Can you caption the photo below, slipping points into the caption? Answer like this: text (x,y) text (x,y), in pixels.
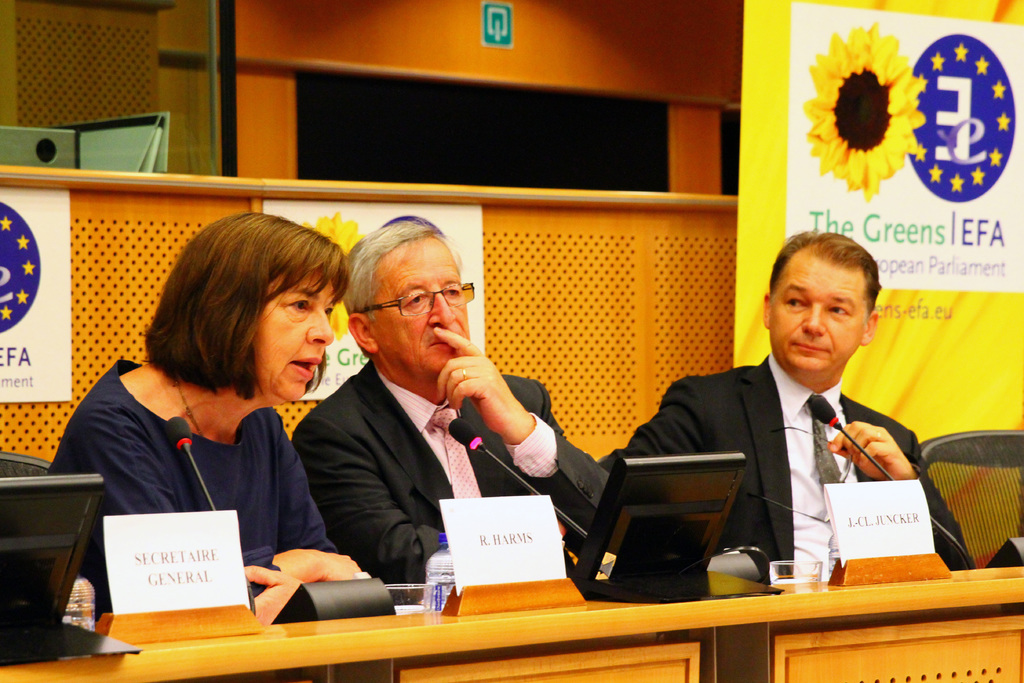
In this image I can see three persons (438,435) sitting. The person (286,487) in front wearing blue color shirt (270,486) and the person (365,486) in the middle (369,451) wearing black blazer (338,486), pink shirt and the person (707,436) at right (769,447) wearing black blazer (694,436), white shirt (802,447), in front (852,650) I can see three microphones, few bottles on the table (872,644). background (871,134) I can see a banner (810,127) in yellow color and I can see the wall (399,27) in orange color.
